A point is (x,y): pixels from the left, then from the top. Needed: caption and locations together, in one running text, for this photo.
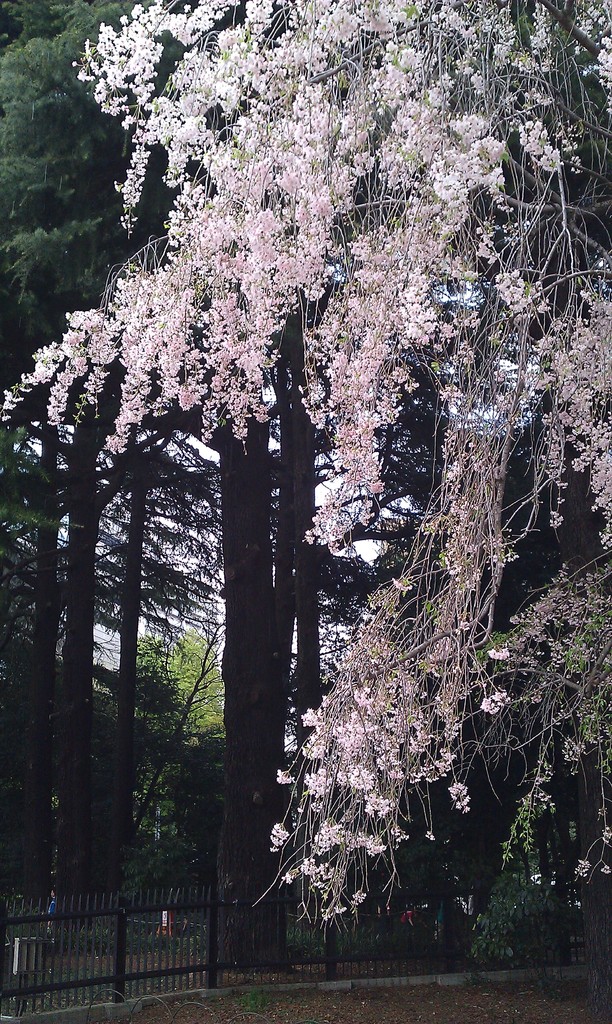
In this image, we can see trees (196,521) and there is a fence (379,927). At the bottom (410,999), there is ground (498,985).
